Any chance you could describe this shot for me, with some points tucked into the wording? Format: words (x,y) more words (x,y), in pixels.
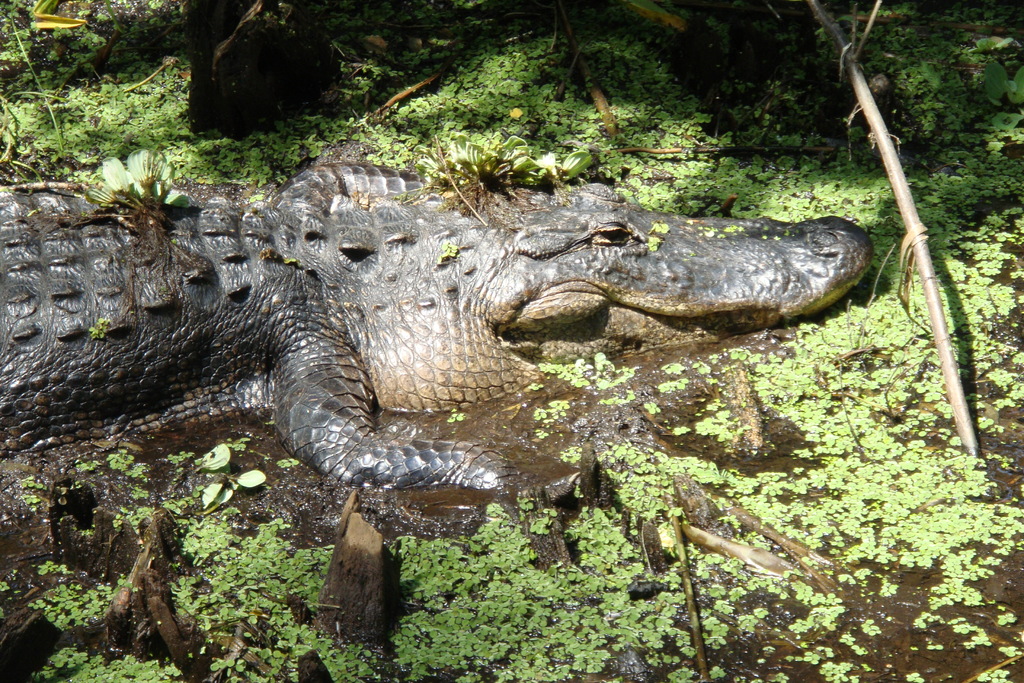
In this image there is a crocodile (452,286). At the bottom (264,497) there is water (405,601) and we can see logs (655,541). There is grass (524,117).
